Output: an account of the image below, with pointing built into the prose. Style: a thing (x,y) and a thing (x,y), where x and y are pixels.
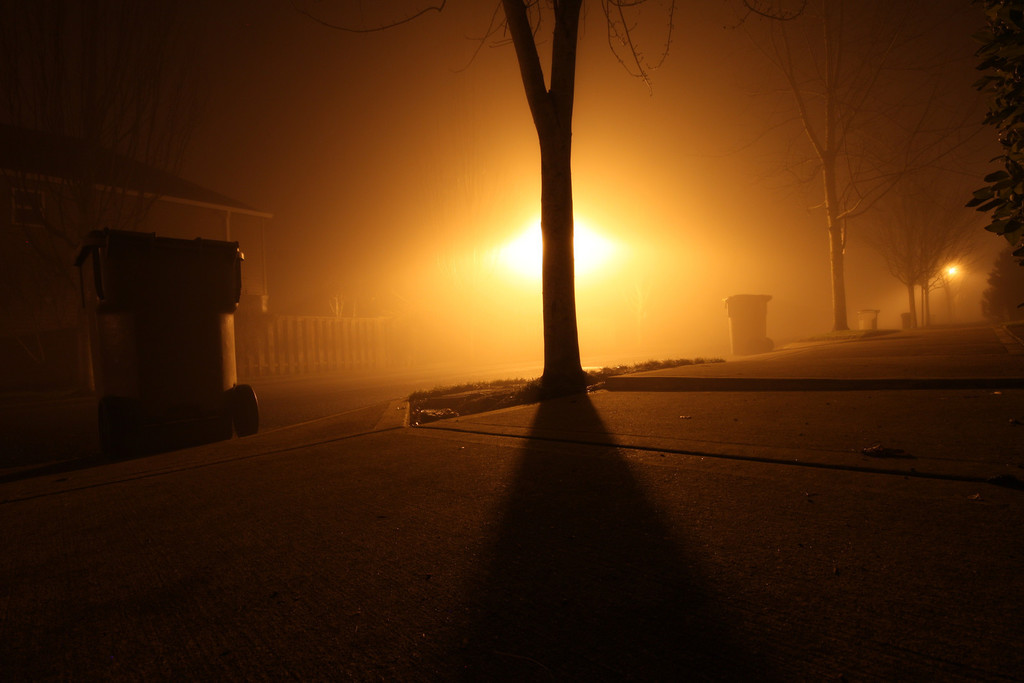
In the image we can see there is a yellow colour light (594,270) and there are dustbins (188,319) kept on the footpath (955,343). There are trees (553,261).
